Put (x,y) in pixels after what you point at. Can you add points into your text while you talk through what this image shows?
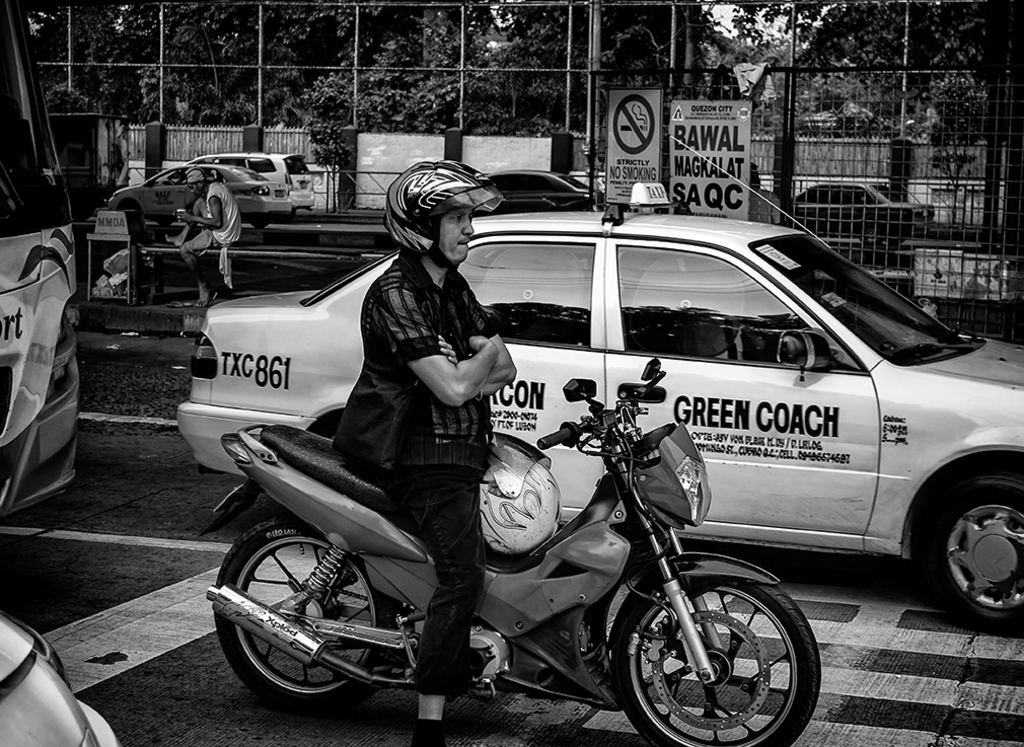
In this image I can see two people (365,317). One person (432,458) is sitting on the motorcycle (630,719). On the road (107,555) there are some vehicles (232,395). To the right (715,126) there are some boards (622,150). At the back (815,27) there are trees (768,22) and the sky (757,28).
